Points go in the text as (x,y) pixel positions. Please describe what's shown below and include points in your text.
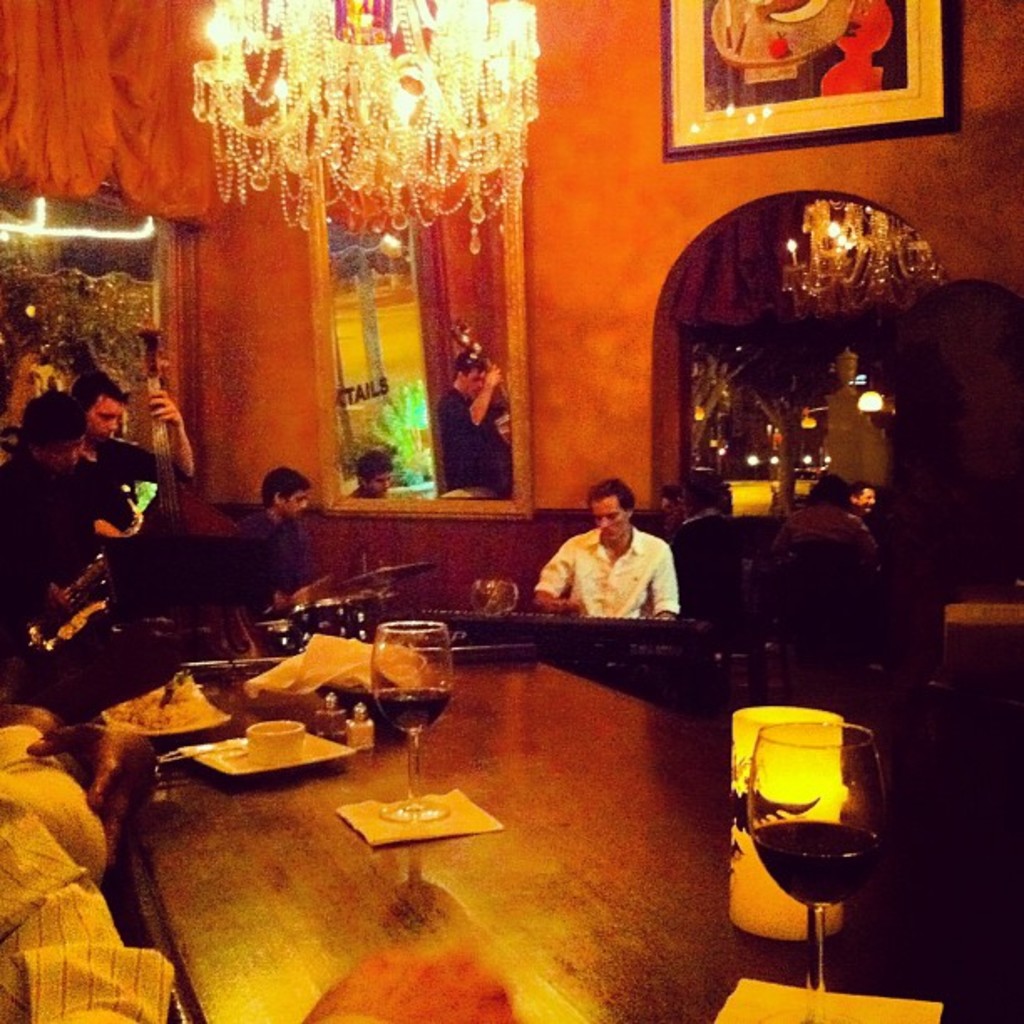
This is the table (518,714) with wine glasses (762,823), tissue paper (416,829), bowl (258,736), and a lamp (738,744) on the table (442,837). there are two people (78,555) standing and playing musical instruments (150,517). here is another person (294,580) sitting and playing drums (372,598). This man (567,576) is sitting and playing piano (624,639). This looks like a mirror (855,336) with a reflection (867,339). this is the ceiling light (377,80) hanging to the rooftop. This is the another mirror (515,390) and photo frame (689,88) attached to the wall (584,253). At the left corner of the image (107,850) I can see hands (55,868) of the persons (65,874).
